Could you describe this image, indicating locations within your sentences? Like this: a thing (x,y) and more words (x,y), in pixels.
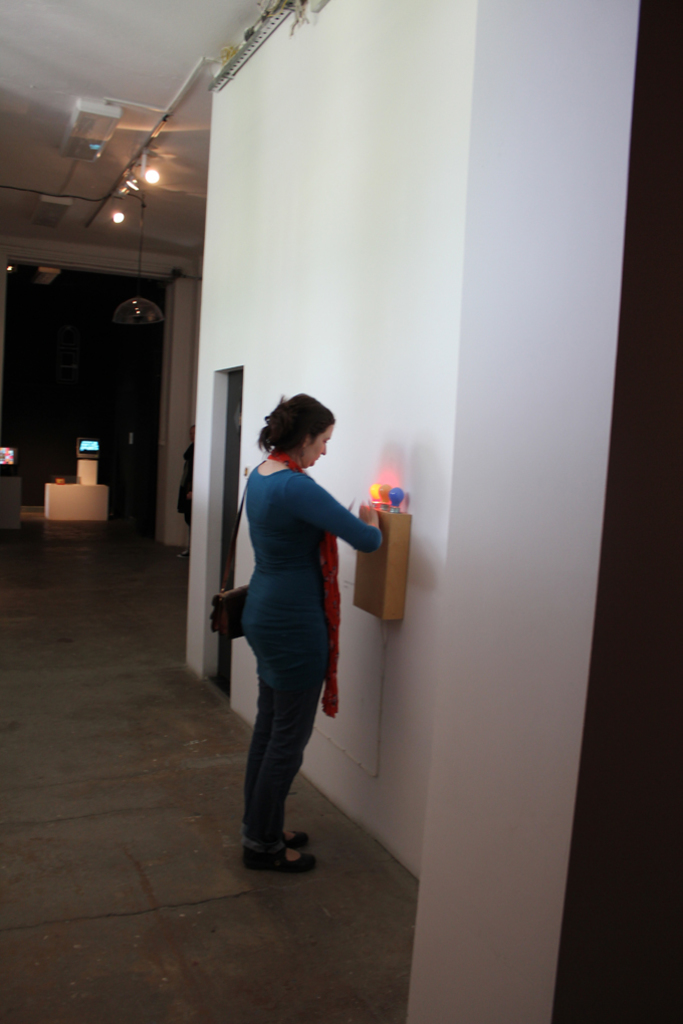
In the center of the image (292,631) we can see a lady (288,846) standing. There are lights (153,174) and we can see a door (229,673). In the background (80,450) we can see a screen (91,455) and there is a person (186,517). We can see a wall (306,212).
